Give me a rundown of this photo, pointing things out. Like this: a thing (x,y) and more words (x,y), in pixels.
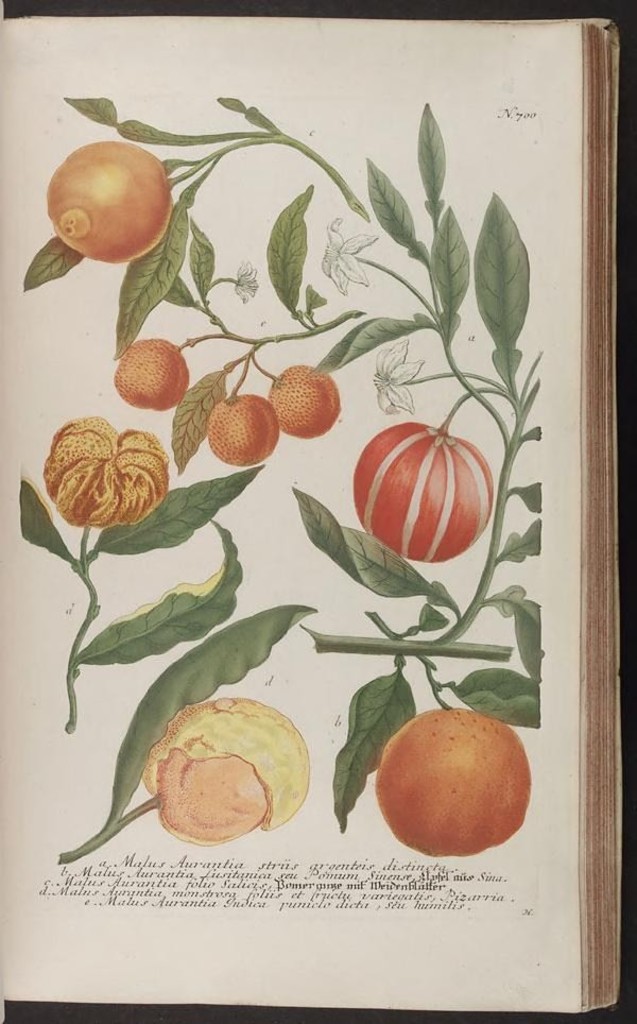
Here there is a plant (406,652) with the fruit (270,715), this is a book (513,839).
